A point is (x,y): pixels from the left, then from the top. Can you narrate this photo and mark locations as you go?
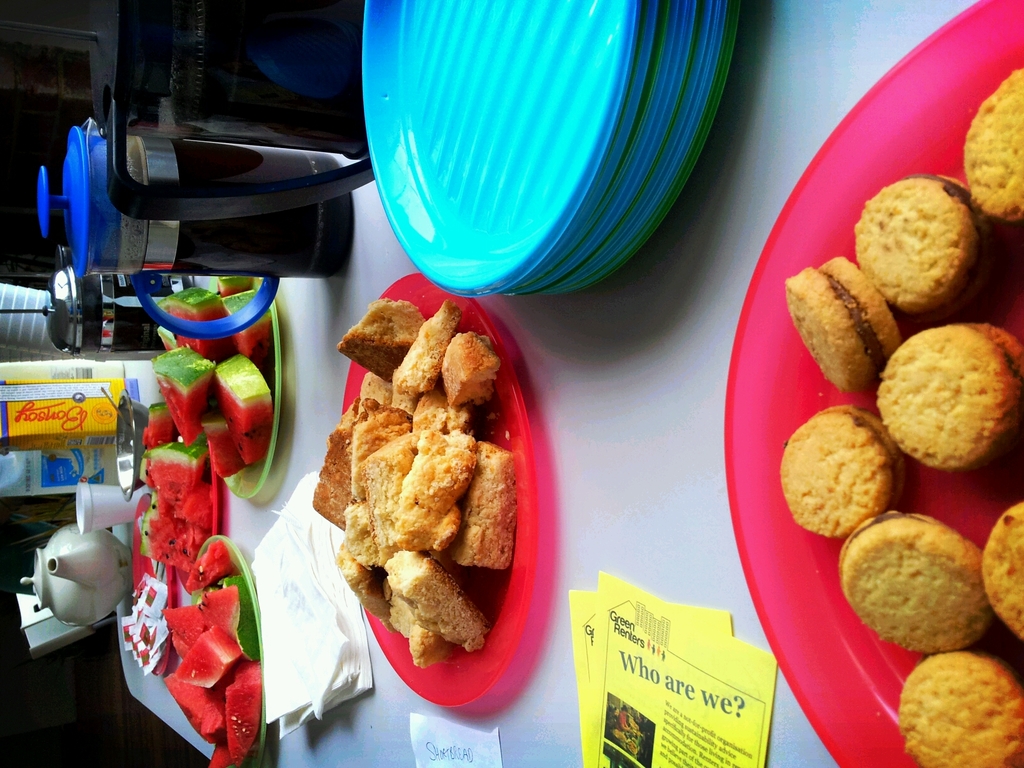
In the foreground of this image (818,427), there are cookies (881,416), platters (615,213), tissues (291,619), posters (604,720), fruits (218,585), sachets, cup (119,496), bowl (126,468), jars (235,153) on a table (304,345). We can also see bread pieces (425,471) like food (400,525) on the table (317,336).
